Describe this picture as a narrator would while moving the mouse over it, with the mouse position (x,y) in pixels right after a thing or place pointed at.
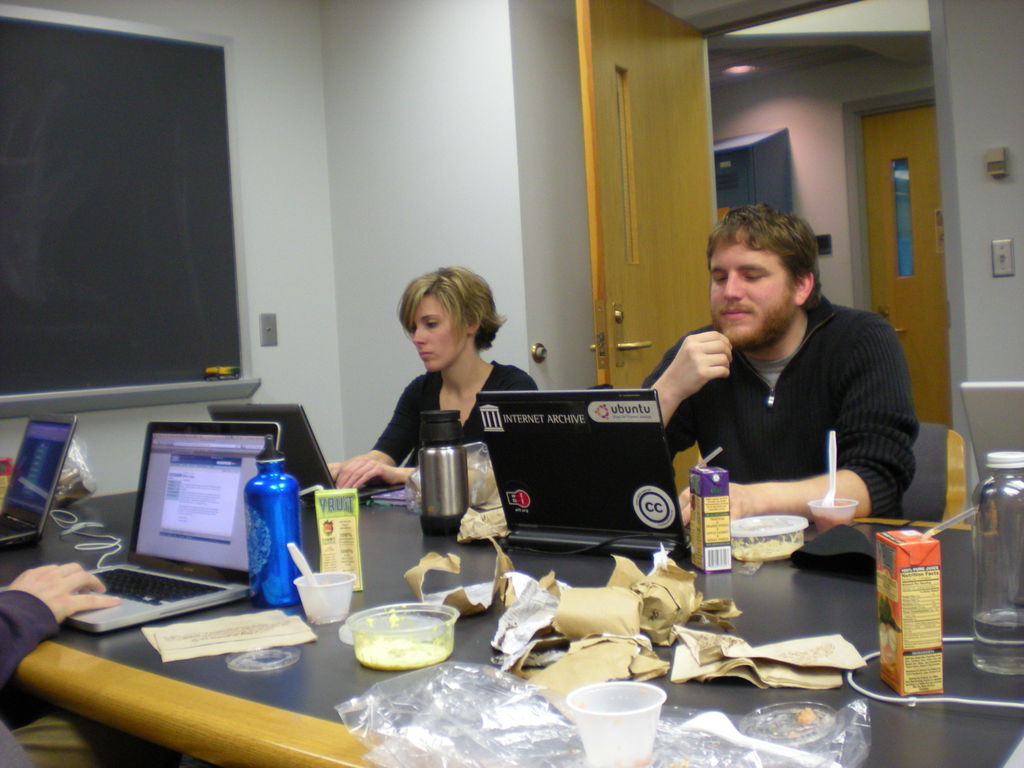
In this picture there are three people (10,691) sitting, they have a table (124,501) in front of them with laptops (373,490), this woman (420,385) is operating a laptop (279,440), this persons (784,304) looking at a laptop (581,425) and this person (12,658) was operating the laptop (207,531) and there are some bowls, covers (774,643), juice bottles (898,589) kept on the table (763,592) there is a water bottle (1019,651) and also there in the backdrop (197,230) there is a blackboard (193,159), a wall (412,143) and door (658,154).
